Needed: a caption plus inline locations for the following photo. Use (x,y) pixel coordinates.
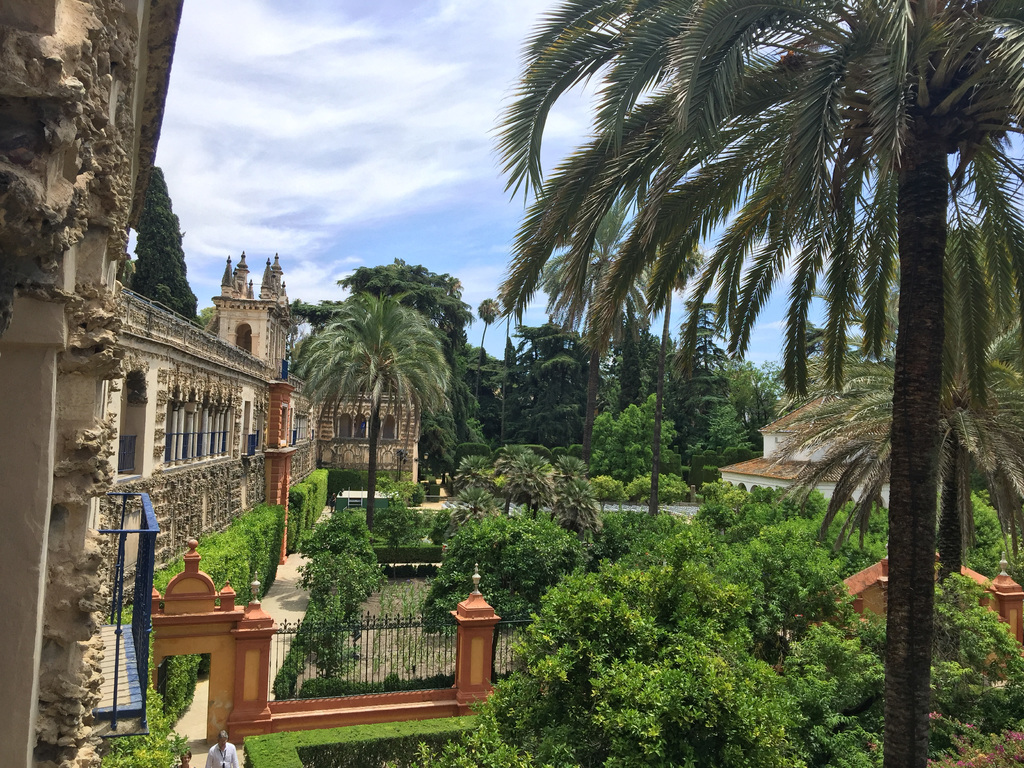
In this image there is a monument (259,480) at left side of this image (201,478) and there are some trees (565,473) at right side of this image (770,527). There is an another building (778,455) at right side of this image (778,455). There is a sky (353,137) at top of this image (396,127) and there is a fencing gate (380,645) at bottom of this image (356,688). There are two persons (224,742) standing at bottom left corner of this image (210,750).
